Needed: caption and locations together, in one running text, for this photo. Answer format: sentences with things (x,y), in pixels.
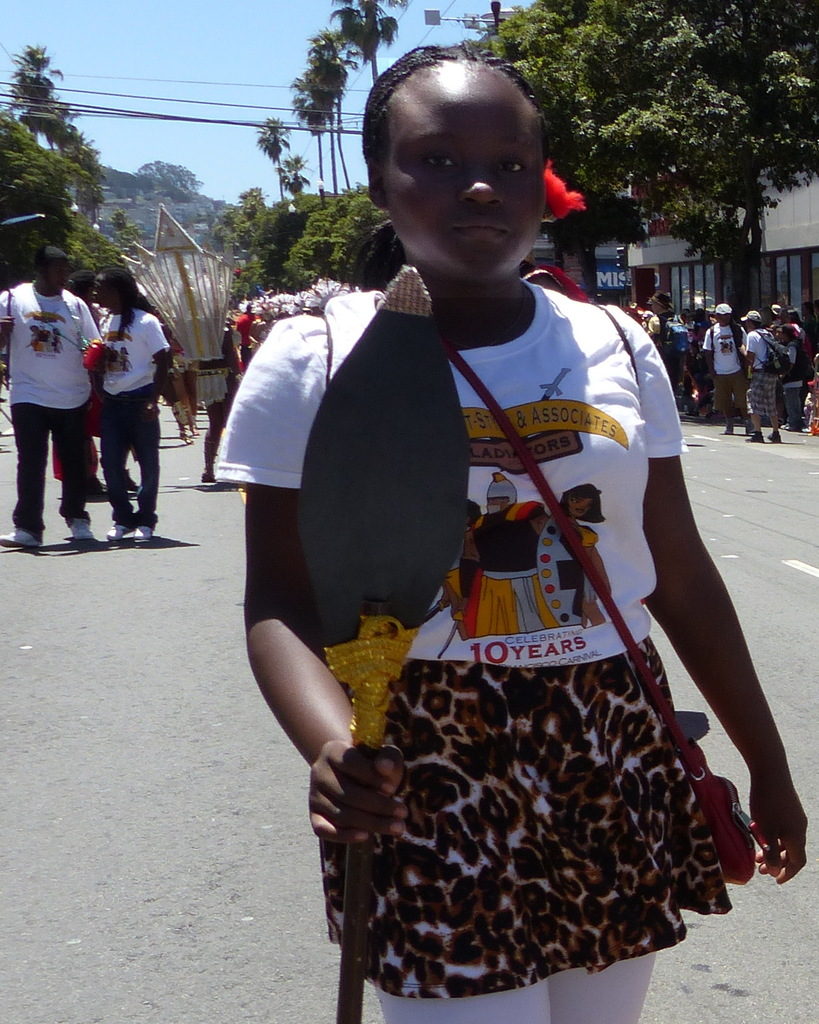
In the foreground (430,416) we can see a woman (443,634) holding a sword like object (382,511). In the middle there are people (36,323) in different costumes (34,299) and there are trees (740,138), buildings (767,279) and hill (144,219). At the top (176,94) there are cables (107,75) and sky (147,90).
